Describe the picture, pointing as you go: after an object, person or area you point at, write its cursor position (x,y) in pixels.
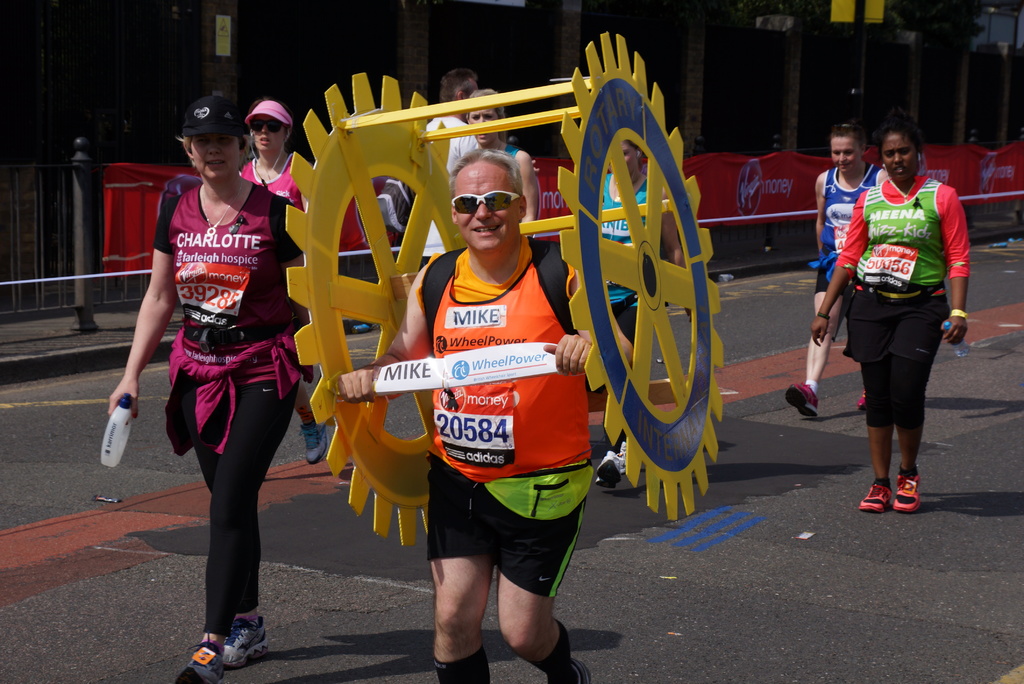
In this image there are group of people (965,286) walking on the road (938,432) in which one of them is holding a wheel (351,469), beside them there is a building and fence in front of that.
